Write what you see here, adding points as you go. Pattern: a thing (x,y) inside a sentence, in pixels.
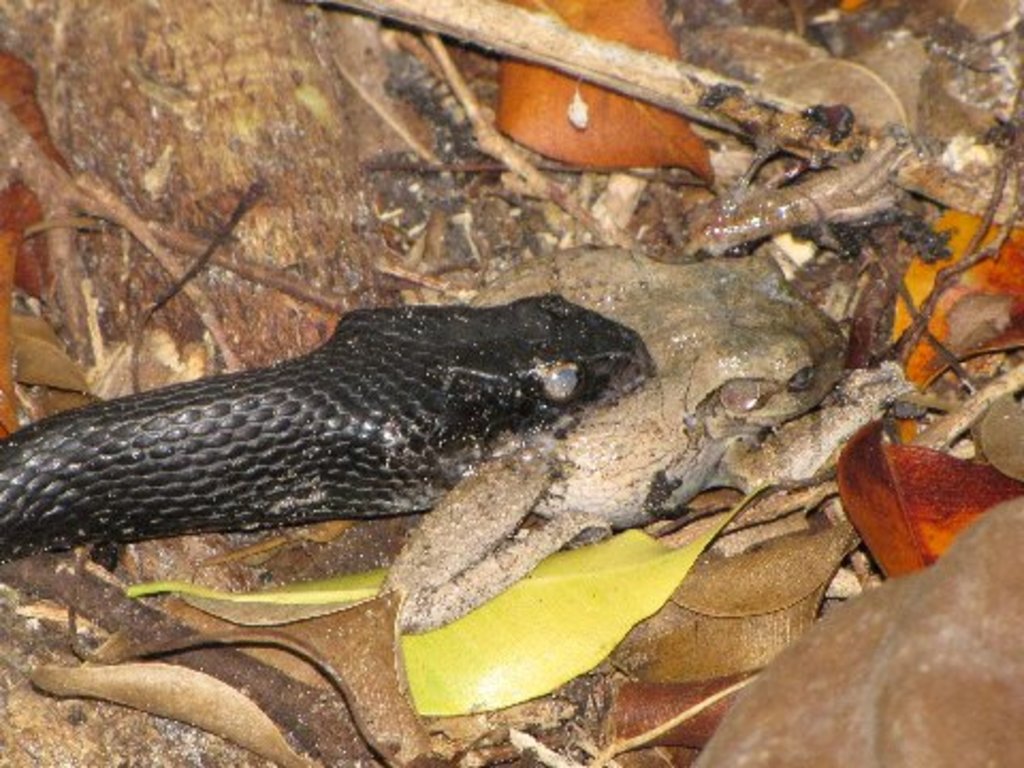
In this picture we can see a snake (409,509), leaves (163,685), sticks (438,46) and some objects (935,673) on the ground (86,83).
